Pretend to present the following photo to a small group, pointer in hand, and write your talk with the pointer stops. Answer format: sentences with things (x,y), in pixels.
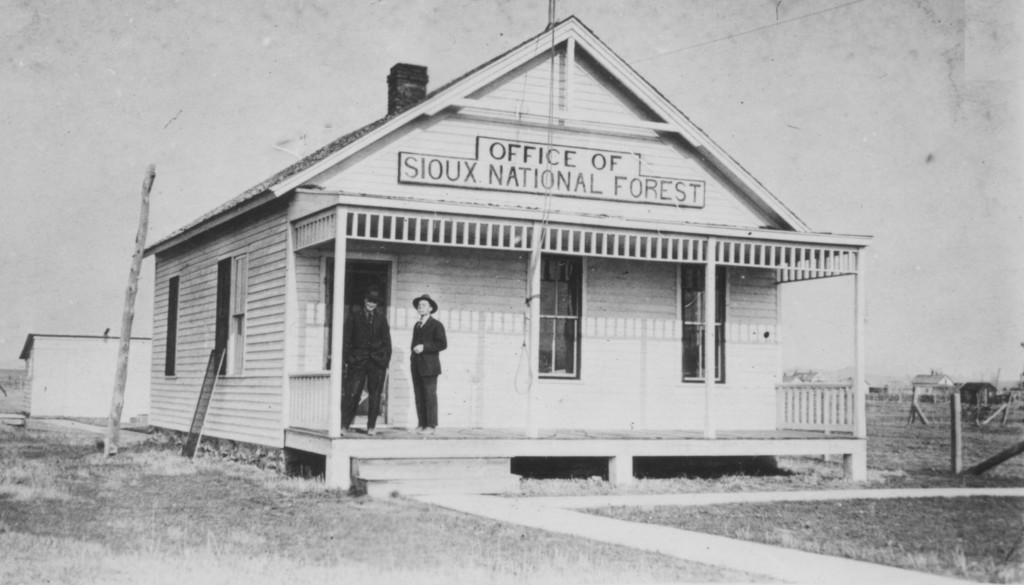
In this picture I can see there is a building (472,367) and there are two persons (435,406) standing here and they are wearing black blazers (383,340) and black caps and the building (417,295) has windows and there is a name board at the top of the building (861,462) and there is some grass (993,429) on the floor (83,486) and this is a black and white picture.
